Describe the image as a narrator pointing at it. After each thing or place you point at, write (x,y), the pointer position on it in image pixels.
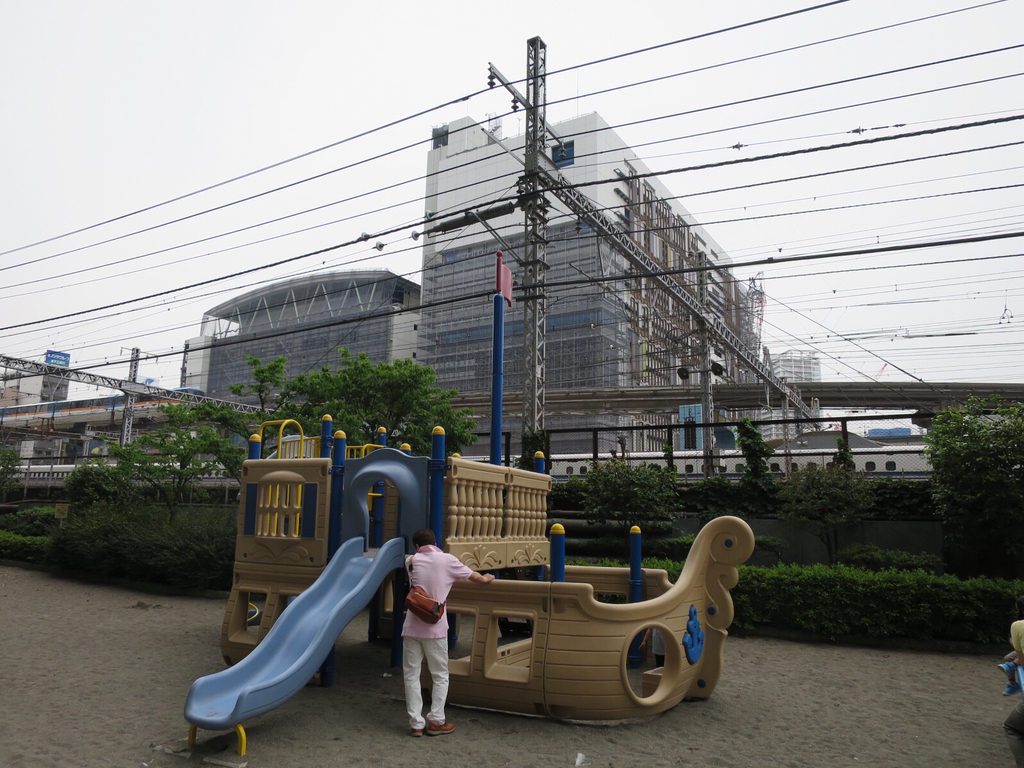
In this picture there is a slide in the center of the image (483,507) and there is a man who is standing in the center of the image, there are plants (1022,520) and buildings (589,345) in the background area of the image (584,158) and there are wires (315,151) at the top side of the image (729,65).
